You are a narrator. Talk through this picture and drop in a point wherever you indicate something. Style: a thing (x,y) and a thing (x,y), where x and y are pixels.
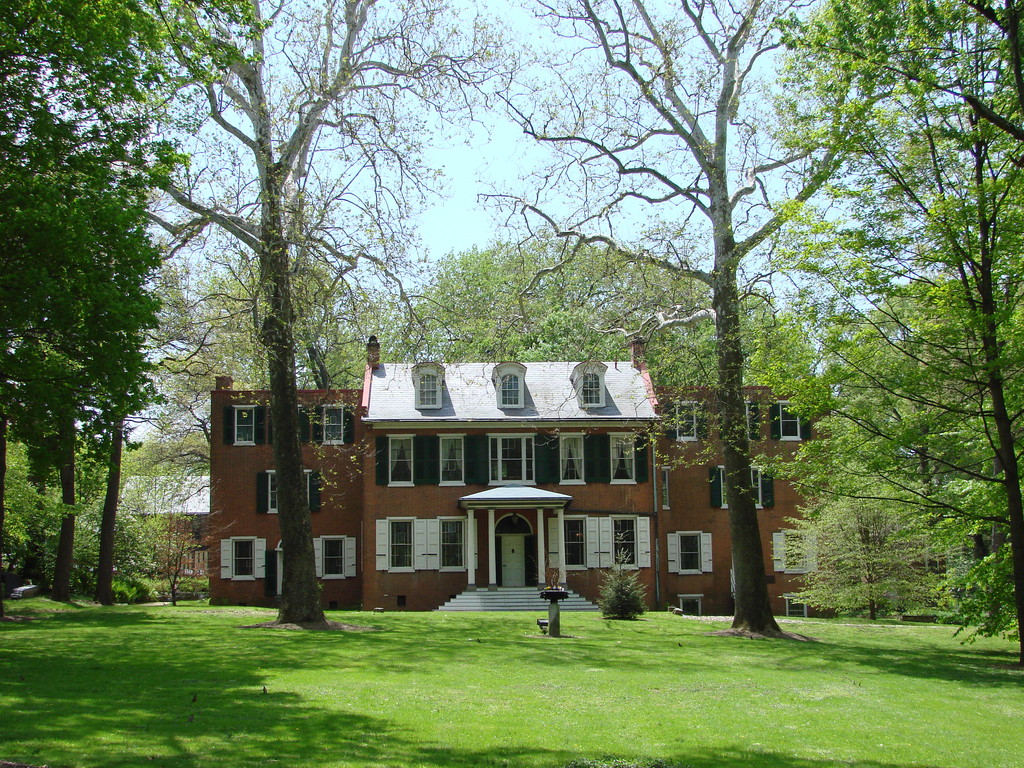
In this picture we can observe a brown color building (440,506). There is some grass (479,729) on the ground (457,726). In the background (97,331) there are trees (529,304) and a sky (495,148).
